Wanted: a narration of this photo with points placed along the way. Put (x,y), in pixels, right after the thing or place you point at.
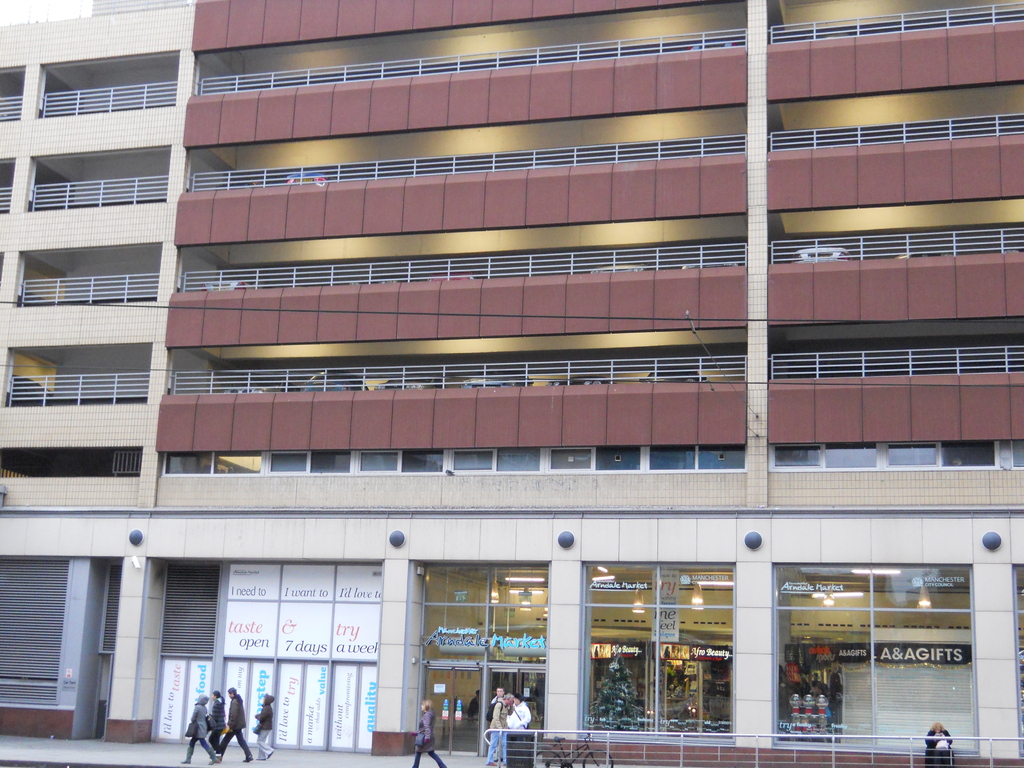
In the center of the image (419,281) we can see building (406,334), grills (563,372), vehicles (619,266), wall (669,281), lights (504,340) are there. At the bottom of the image (516,676) we can see shutter (40,639), boards (364,617), glass door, lights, x mas tree (628,714), some objects (821,705), some persons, bicycle (585,743), road (319,765) are there.
